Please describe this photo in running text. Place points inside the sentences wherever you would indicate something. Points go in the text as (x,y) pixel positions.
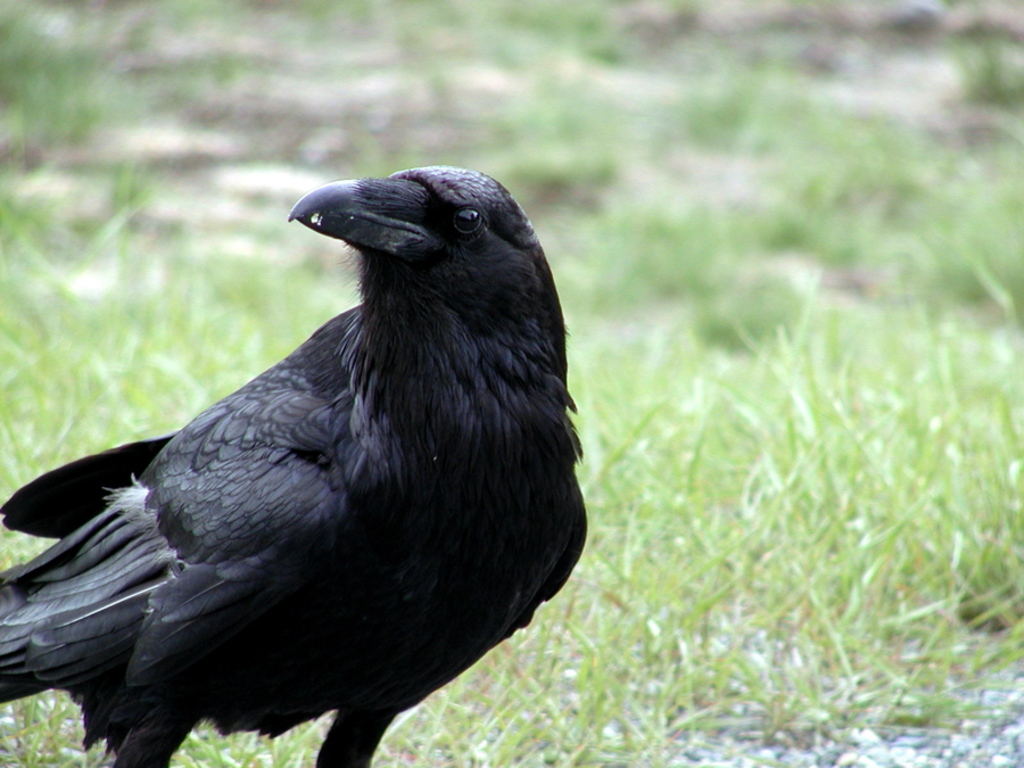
In this picture, we see a crow (226,510). It is in black color. In the background (757,472), we see the grass (565,309). It is blurred in the background (620,139).
